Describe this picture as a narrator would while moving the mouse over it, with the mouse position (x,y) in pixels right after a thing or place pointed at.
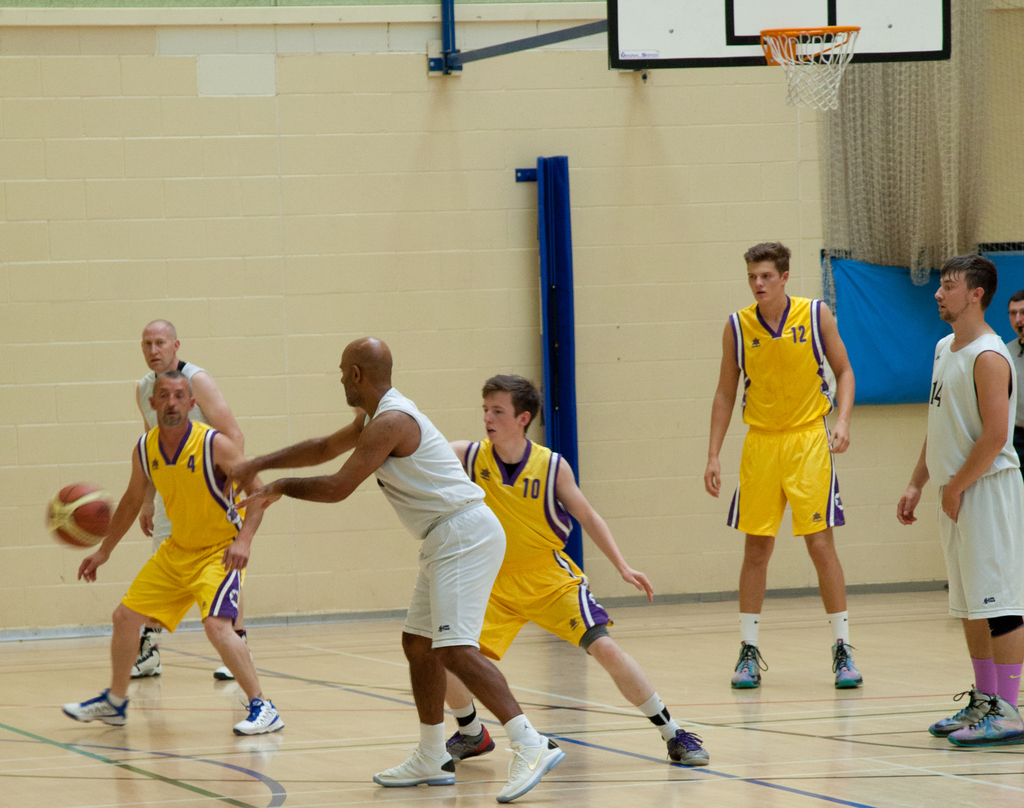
In this image there are group of people (533,763) standing, a ball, basketball hoop (931,23), wall (693,118).
